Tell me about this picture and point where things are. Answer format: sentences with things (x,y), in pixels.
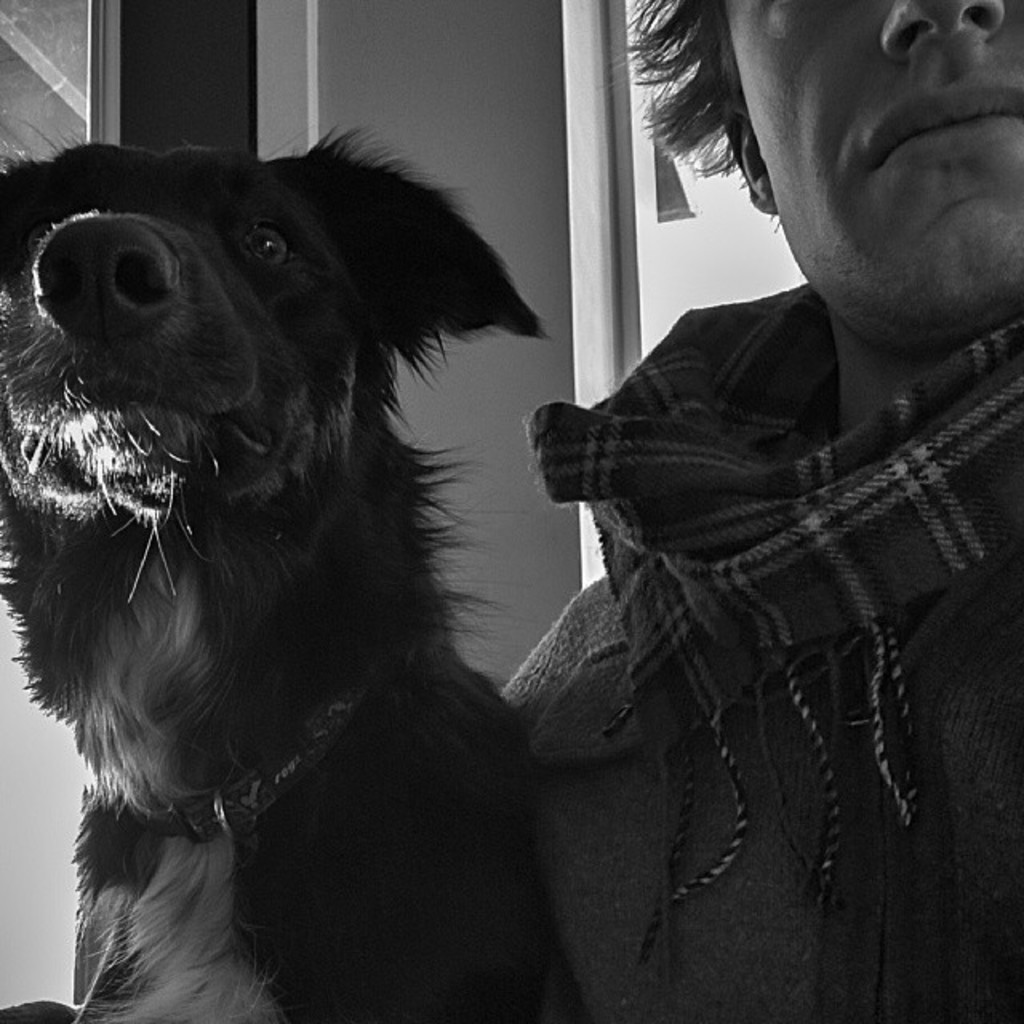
This is the black and white picture. And here we can see a person (720,1010) and dog (156,431).
